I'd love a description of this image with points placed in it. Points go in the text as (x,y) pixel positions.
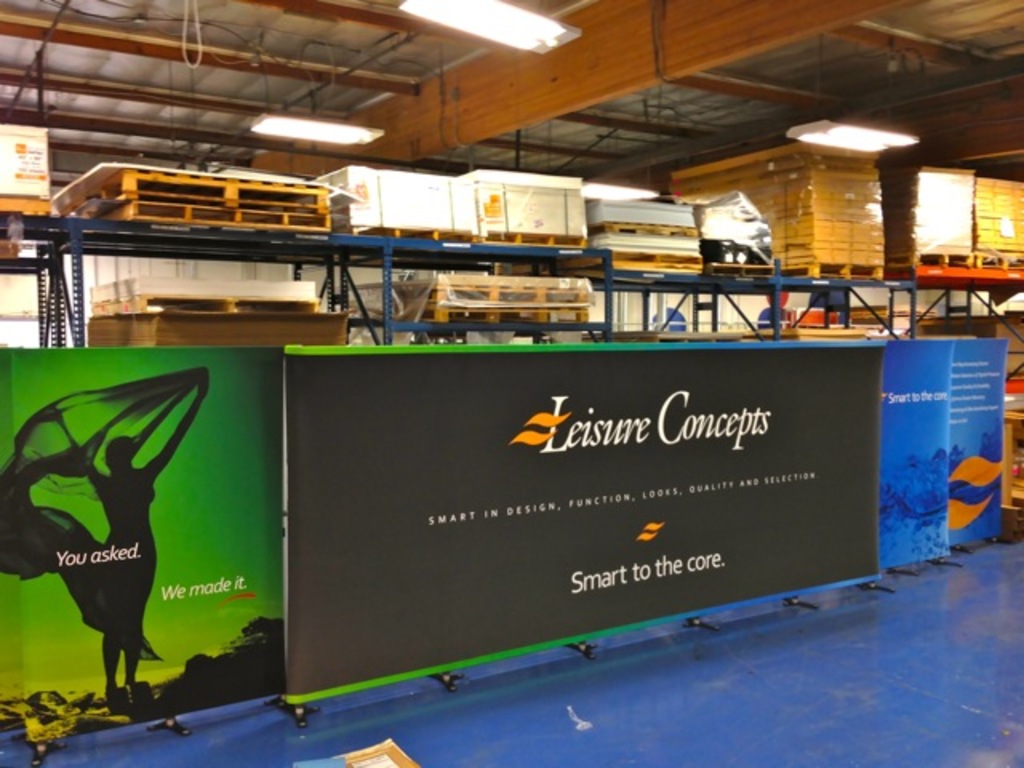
In this image I can see a black color banner (423,371). Background (1011,408) I can see few objects (760,208) on the rack (605,334) and I can also see few lights (897,138) hanging to the pole (311,6).
